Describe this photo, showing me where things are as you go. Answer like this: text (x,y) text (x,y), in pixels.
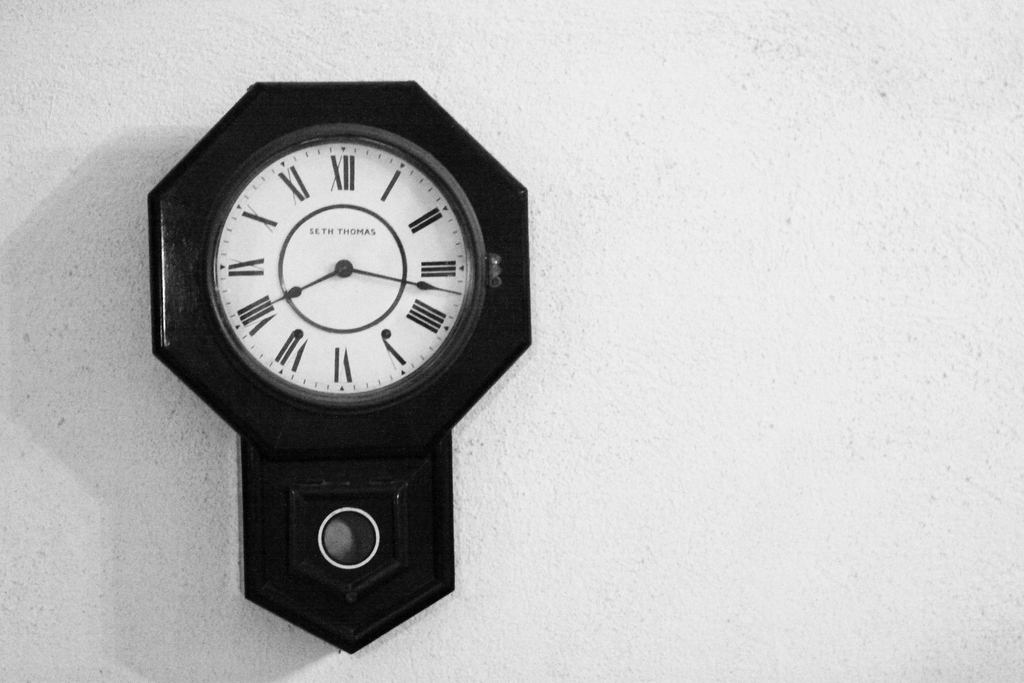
In this image I can see the clock (331,441) to the wall (582,326). I can see the clock (349,357) is in white and black color.
